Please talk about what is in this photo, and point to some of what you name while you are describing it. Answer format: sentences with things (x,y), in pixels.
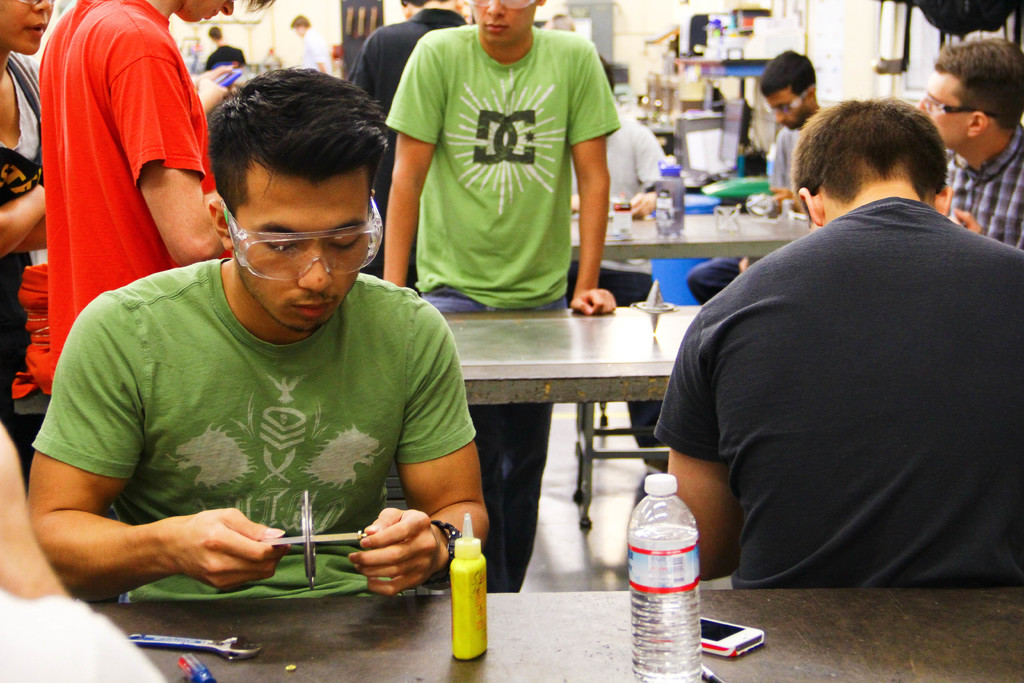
In this image there are a few people (832,436) sitting on the chairs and there are a few people (19,360) standing. In front of them there are tables (277,659). On top of it there are water bottles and a few other objects (707,162). In the background of the image (836,22) there is a wall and there are some other objects (750,103).
